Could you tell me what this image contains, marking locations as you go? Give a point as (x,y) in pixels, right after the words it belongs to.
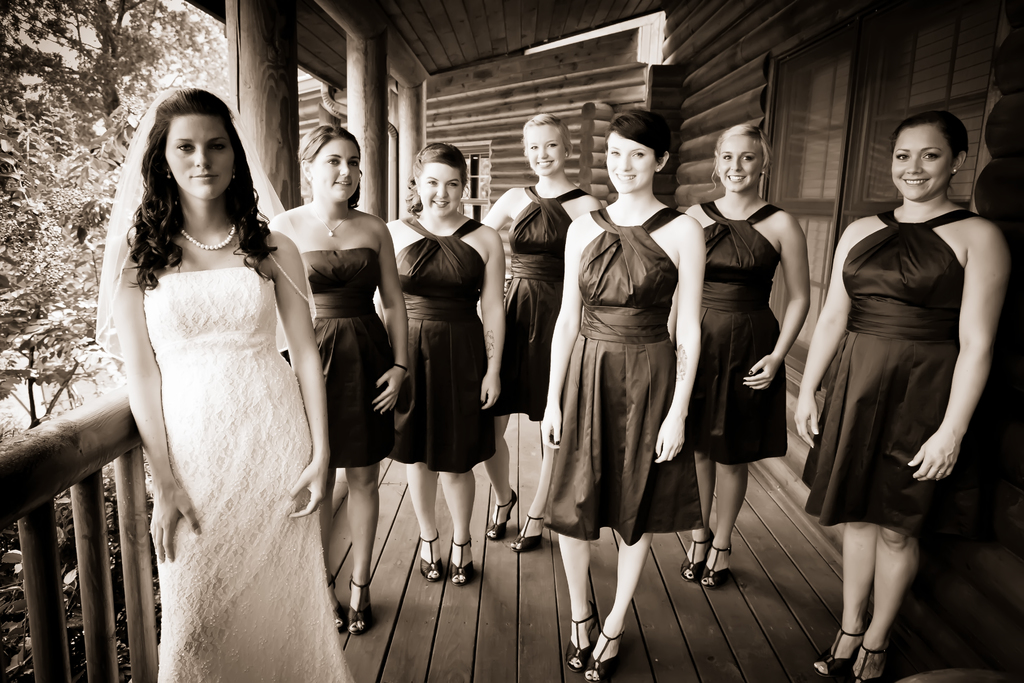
In the foreground (914,123) I can see seven women's (996,261) are standing on the floor (387,595) and fence (52,521). In the background (111,521) I can see a door (863,73), pillars (415,129), trees (15,158) and a rooftop (324,9). This image is taken during a day.
